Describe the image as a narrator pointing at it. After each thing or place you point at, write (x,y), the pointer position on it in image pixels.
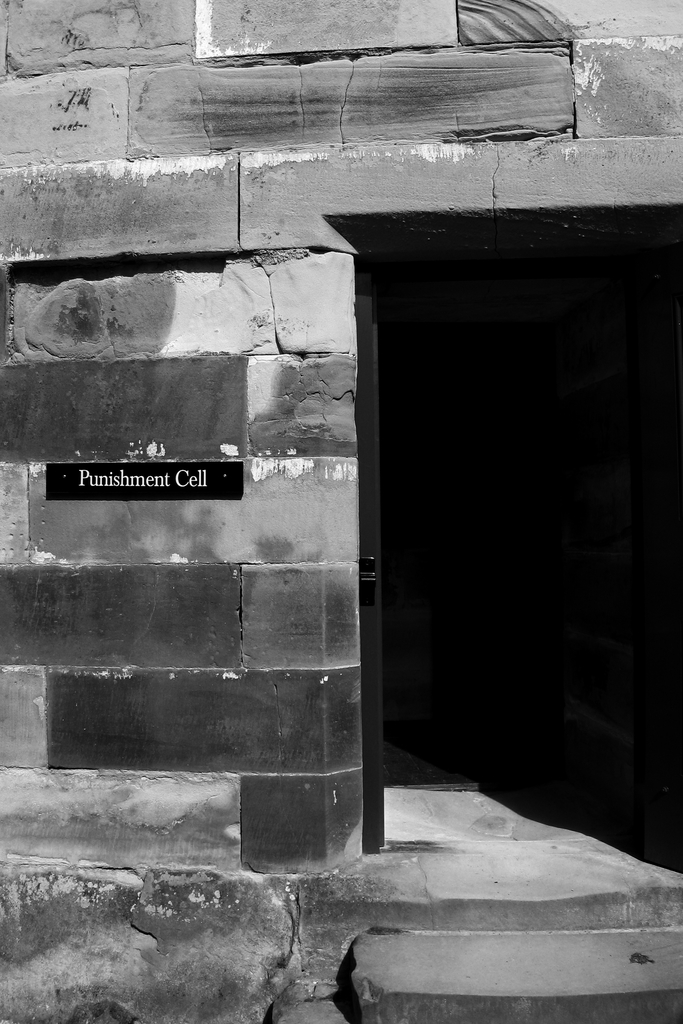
This looks like a black and white image. I think this is a house (268,322), which is built with the rocks (240,1016). This looks like an entrance (416,586). I can see a board (128,490), which is attached to the wall (164,447).
